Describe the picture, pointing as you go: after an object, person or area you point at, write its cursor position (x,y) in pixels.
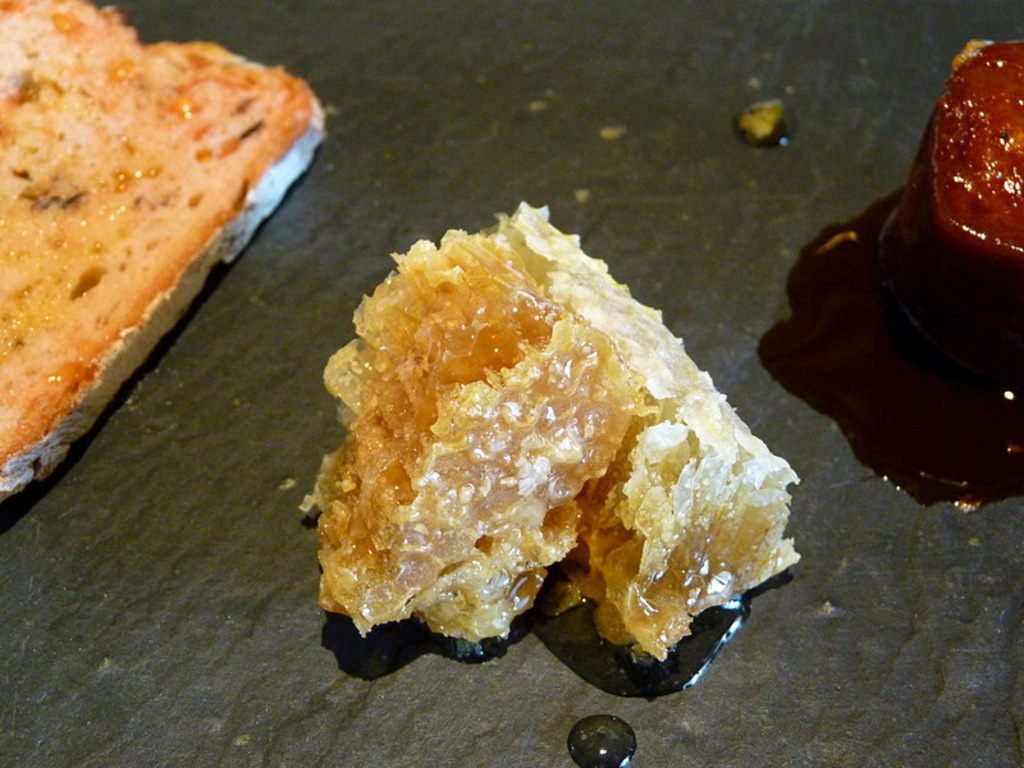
In this image, we can see food items (549,368) on the table (14,664).
